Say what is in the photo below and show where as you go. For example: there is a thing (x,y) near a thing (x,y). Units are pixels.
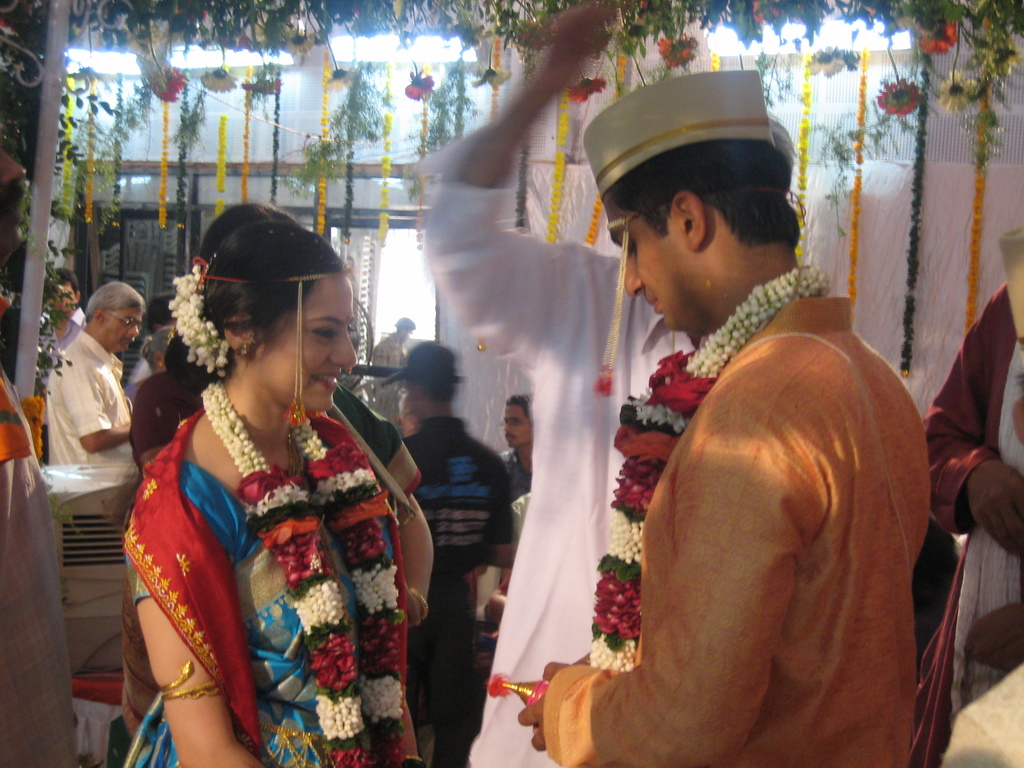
In this image we can see one man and woman (270,595) are standing. They are wearing traditional dresses (702,558) and garlands (378,556). Behind them, one man (547,357) is there. He is wearing a white color dress (541,356). We can see the wall (255,97) is decorated with flowers (484,84) in the background (398,133) and there are so many people (436,466). There is an object (92,558) on the left side of the image (101,529).
